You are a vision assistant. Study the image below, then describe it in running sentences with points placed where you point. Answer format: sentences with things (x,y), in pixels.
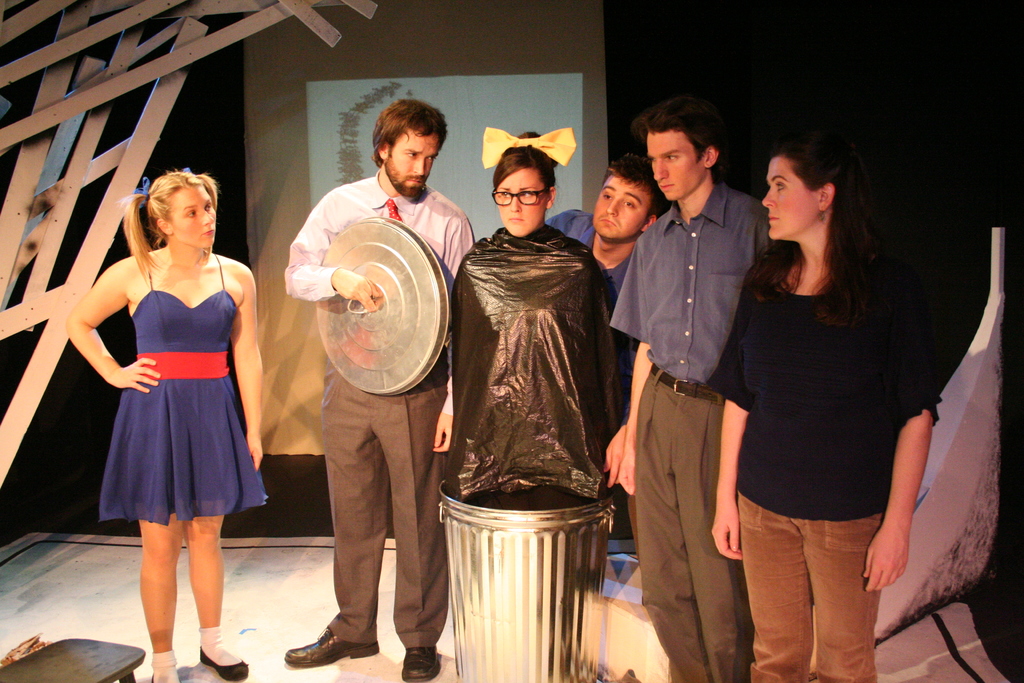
In this image there are group of people (554,337) standing, a person (383,184) holding a lid (438,313) of the dustbin (545,637), a person (488,414) standing in the dustbin (522,632), screen (445,13), stool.
